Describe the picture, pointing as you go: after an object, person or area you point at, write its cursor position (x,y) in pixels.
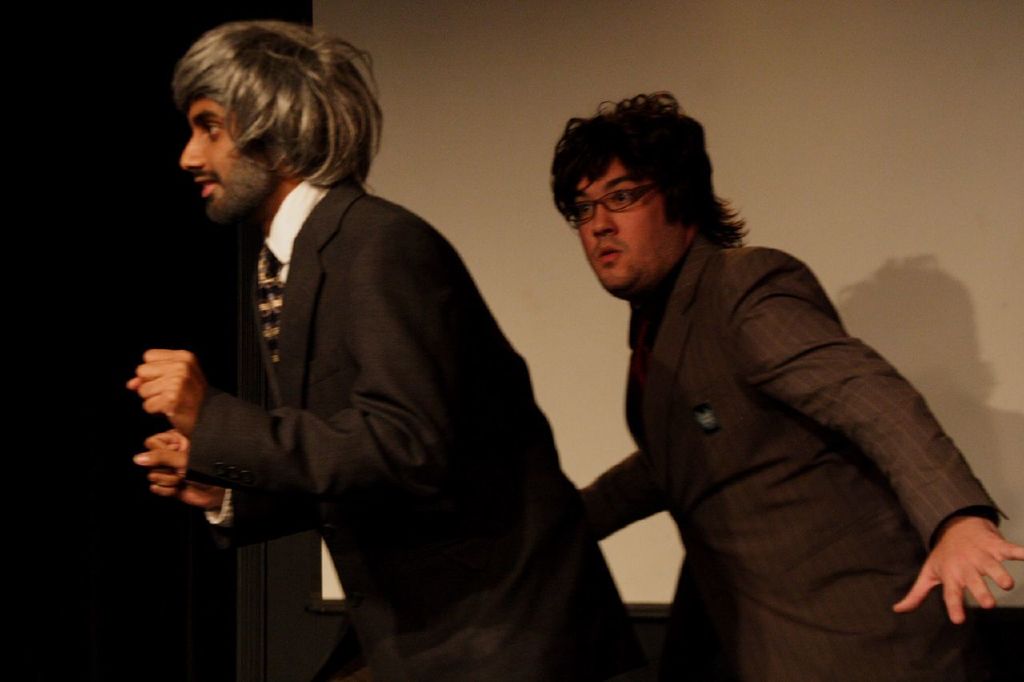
On the left side (231,189), there is a person (352,222) in a suit (405,263), smiling and doing a performance. On the right side (867,569), there is a person (687,151) in a suit (863,631), wearing spectacle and doing a performance. In the background (860,142), there is a white color screen (467,69). And the background (71,609) is dark in color.
